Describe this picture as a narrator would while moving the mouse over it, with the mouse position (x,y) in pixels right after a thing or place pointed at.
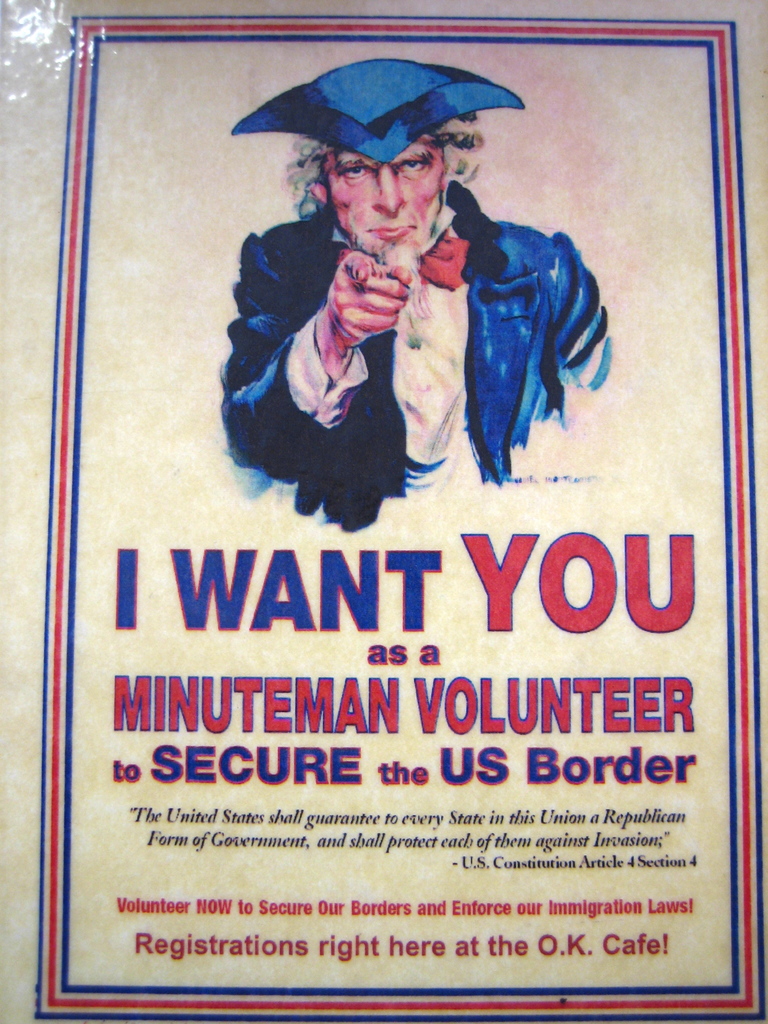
In this image I can see a pamphlet (343,414) which is cream in color and on it I can see a person (408,406) and something is written with red and blue color.
